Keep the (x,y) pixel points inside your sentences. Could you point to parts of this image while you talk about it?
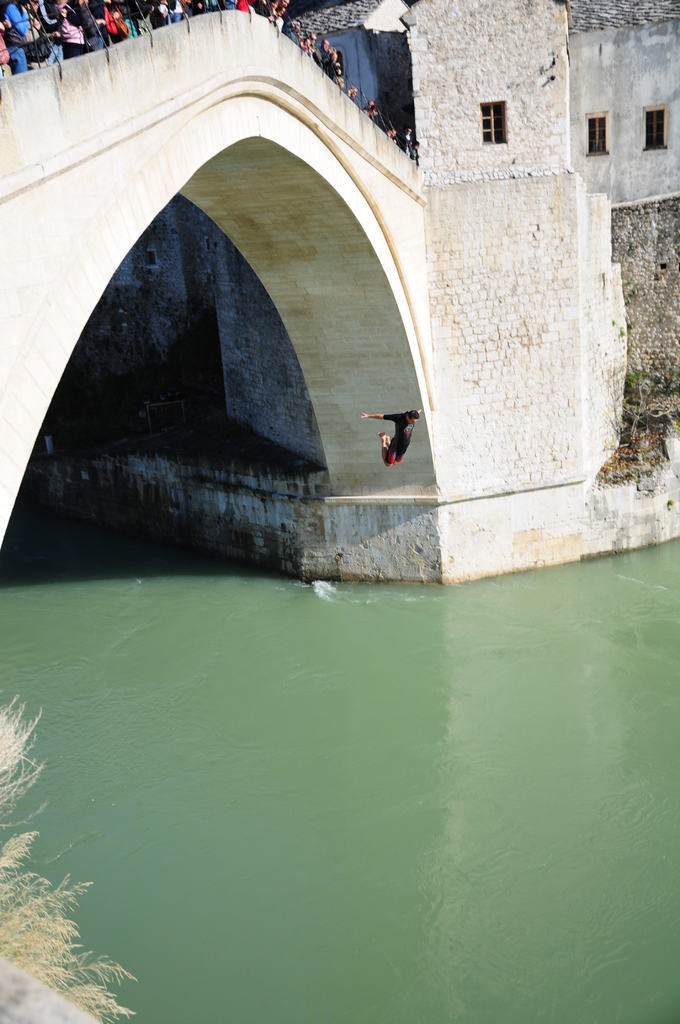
In this image, we can see a person (396,435) in the air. At the bottom of the image (500,728), we can see the water (358,831) and plants (106,977). In the background (21,363), we can see the bridge (396,225), walls (483,325), houses (522,154), windows (593,119) and people (60,58).
